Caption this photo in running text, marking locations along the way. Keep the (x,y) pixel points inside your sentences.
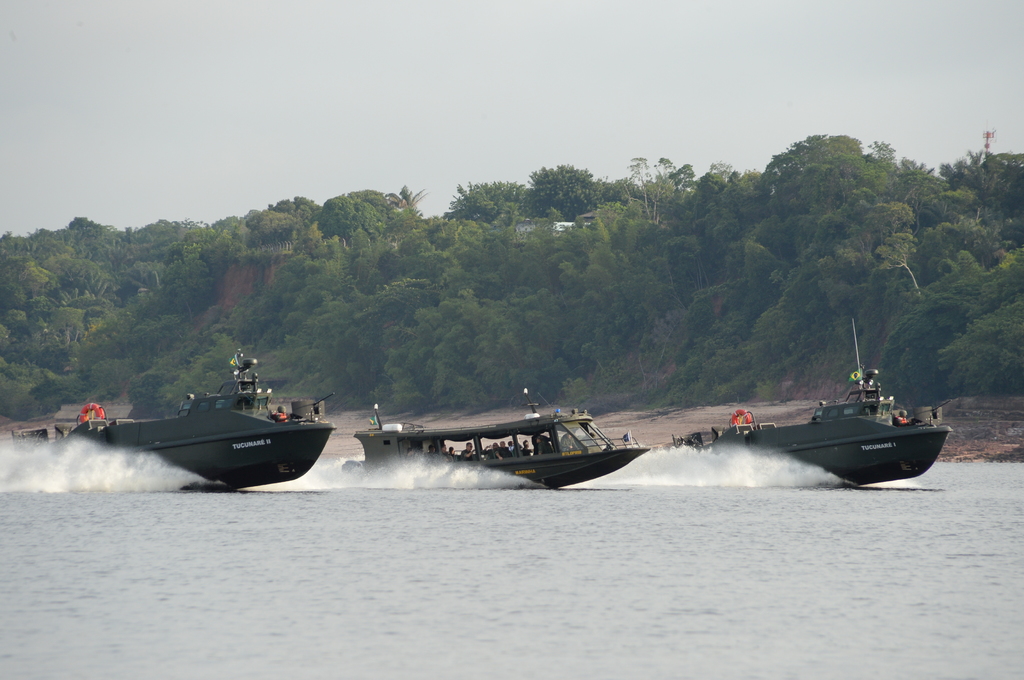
In this picture there are three boats (182,431) on the water (542,535). In the boats (138,428) we can see the group of persons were sitting. In the background (516,225) we can see building (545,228). At the top (621,28) we can see sky (577,21) and clouds (372,51).
